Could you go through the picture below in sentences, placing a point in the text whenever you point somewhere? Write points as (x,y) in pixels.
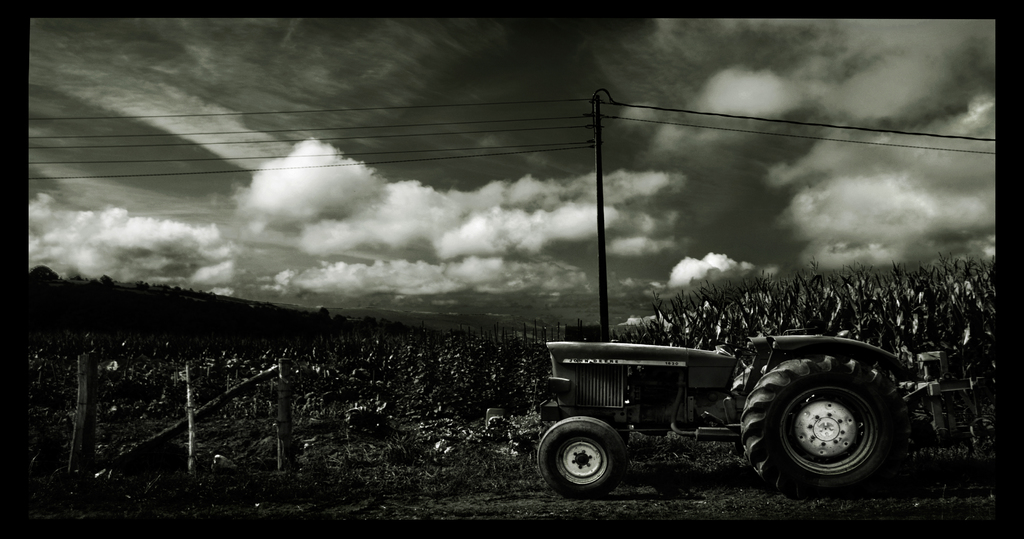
This is a black and white pic. On the right side (829,357) there is a tractor (774,350) on the ground (224,487) on the right side (731,380). In the background (506,245) we can see fence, electric pole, wires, field (402,350), plants (475,329), trees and clouds (671,169) in the sky (386,260).
